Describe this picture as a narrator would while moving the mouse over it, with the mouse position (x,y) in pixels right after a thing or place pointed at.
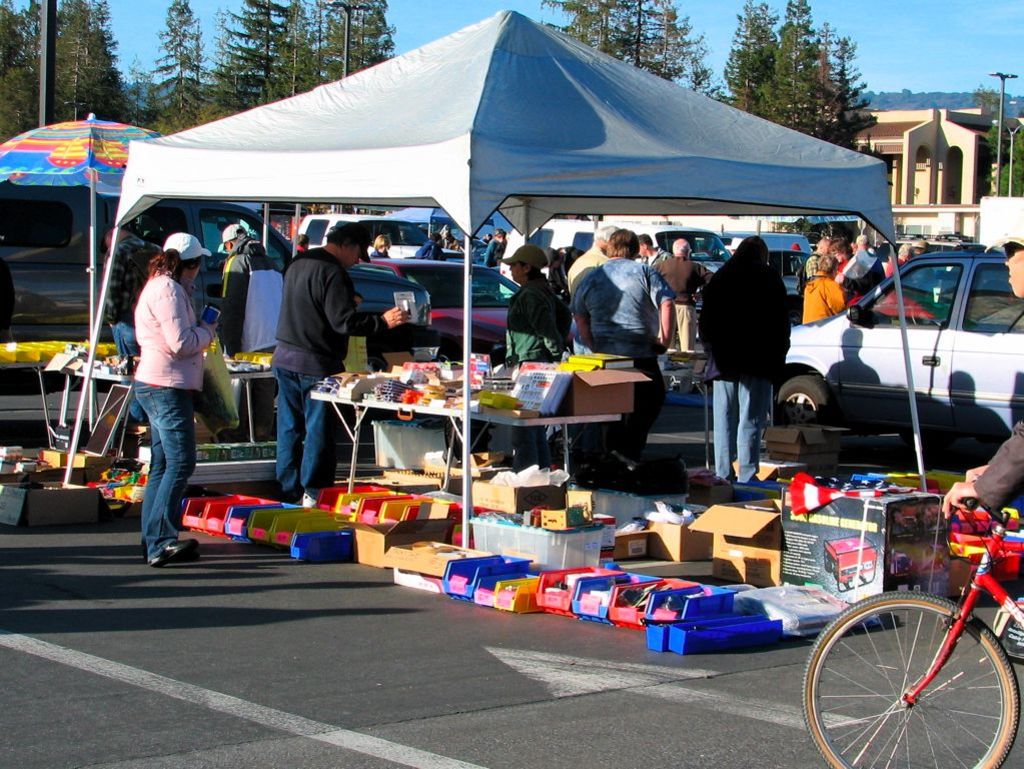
In this image, we can see stall (881,169), umbrella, vehicles (476,325) and a group of people (568,286). Here we can see so many things (412,513), items (629,508) and objects (938,532). At the bottom (493,733), there is a road (475,710). On the right side of the image (995,641), we can see the wheel (962,634). Background we can see trees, poles (43,107), house (935,168) and sky (944,41).
